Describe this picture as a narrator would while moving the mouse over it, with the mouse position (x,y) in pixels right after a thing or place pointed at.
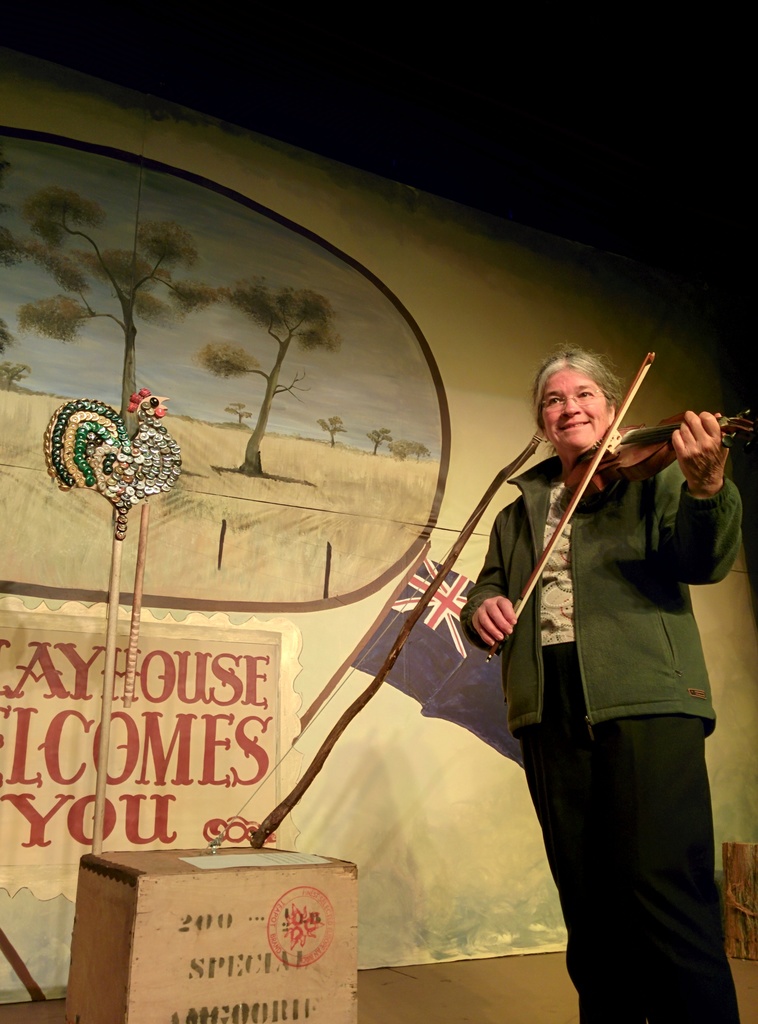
In this image we can see a person (586,530) playing a violin (624,464) and there is a wooden box (178,874) with a decorative item (116,496) on the box (122,882) and there is a wall (286,371) with text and image (331,441) in the background (349,664).
